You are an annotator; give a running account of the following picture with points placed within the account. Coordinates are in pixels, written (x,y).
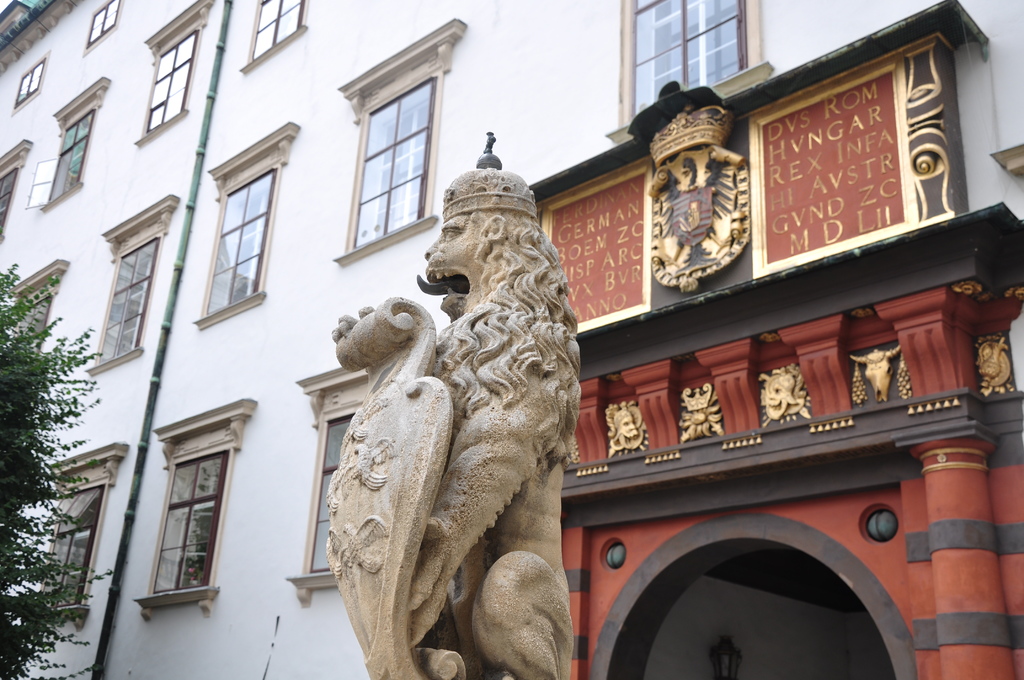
In the picture I can see a sculpture (472,397), a tree (12,522), a building (50,517) which has windows (217,300) and a pipe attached to the wall (191,278) of a building (184,303). On the right side of the image (781,235) I can see something written on the wall (758,234) of a building (758,234).
